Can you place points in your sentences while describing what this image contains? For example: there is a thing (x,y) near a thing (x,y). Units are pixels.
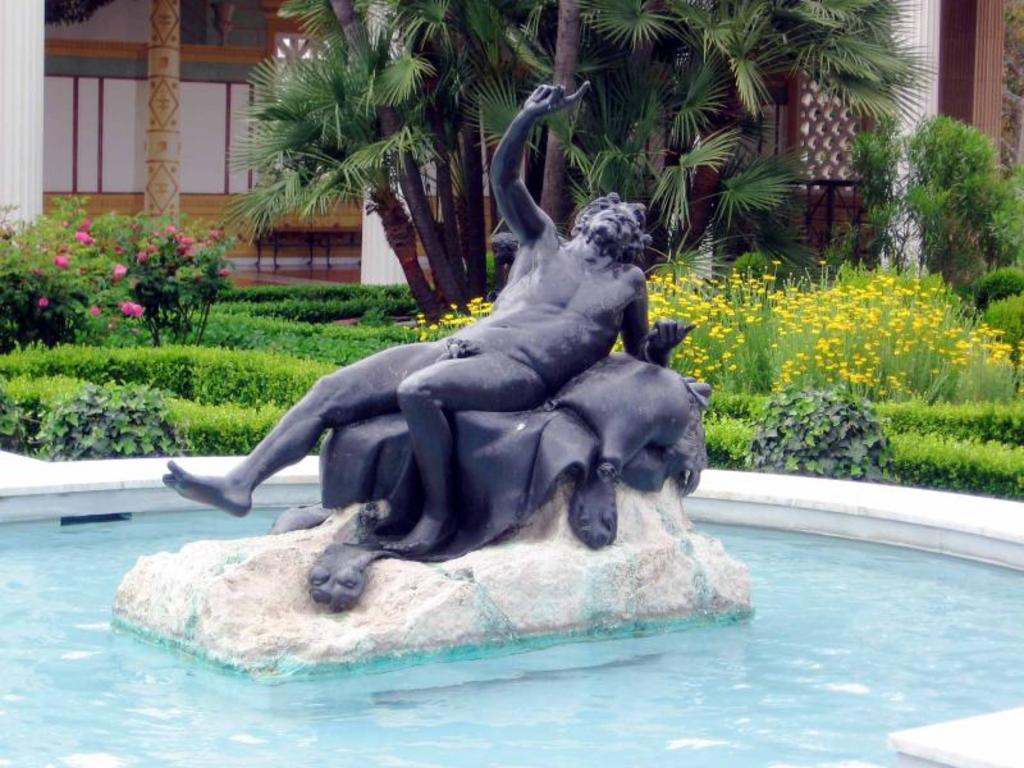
In the image there is a pool (43,603) and in between the pool (48,723) there is a sculpture (455,376), behind that there are plants (151,264), trees (433,94) and pillars (16,95).
